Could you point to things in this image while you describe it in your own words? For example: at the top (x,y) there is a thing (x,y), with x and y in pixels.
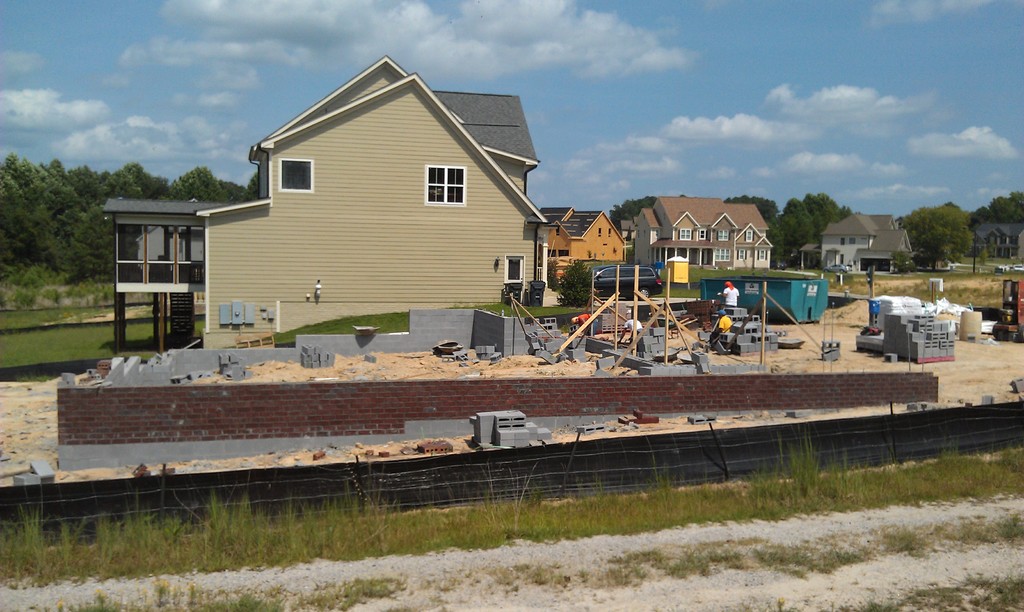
In this picture I can see grass (324,542) in front (210,545) and in the middle of this picture (394,255) I see number of house (461,235) and I see a construction site (404,357) and I see few people (629,341). In the background (696,140) I see number of trees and I see the sky (699,97).
